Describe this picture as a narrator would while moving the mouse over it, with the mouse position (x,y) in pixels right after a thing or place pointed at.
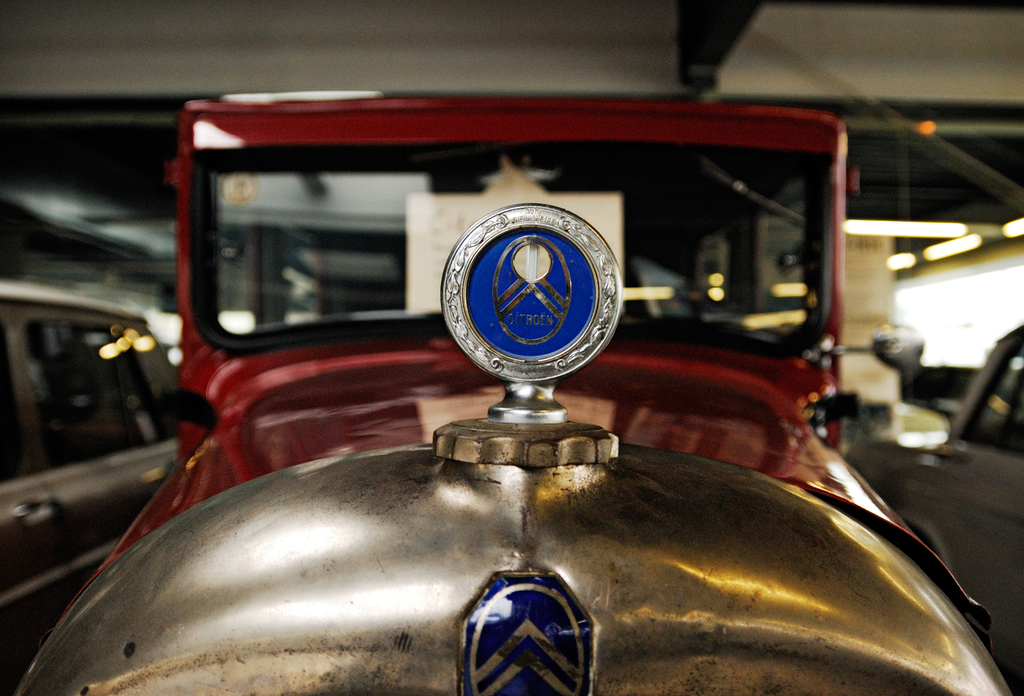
In this image I can see few vehicles (754,548), in front (843,599) the vehicle (529,406) is in red and gold color and I can also see a blue color logo (494,286).
